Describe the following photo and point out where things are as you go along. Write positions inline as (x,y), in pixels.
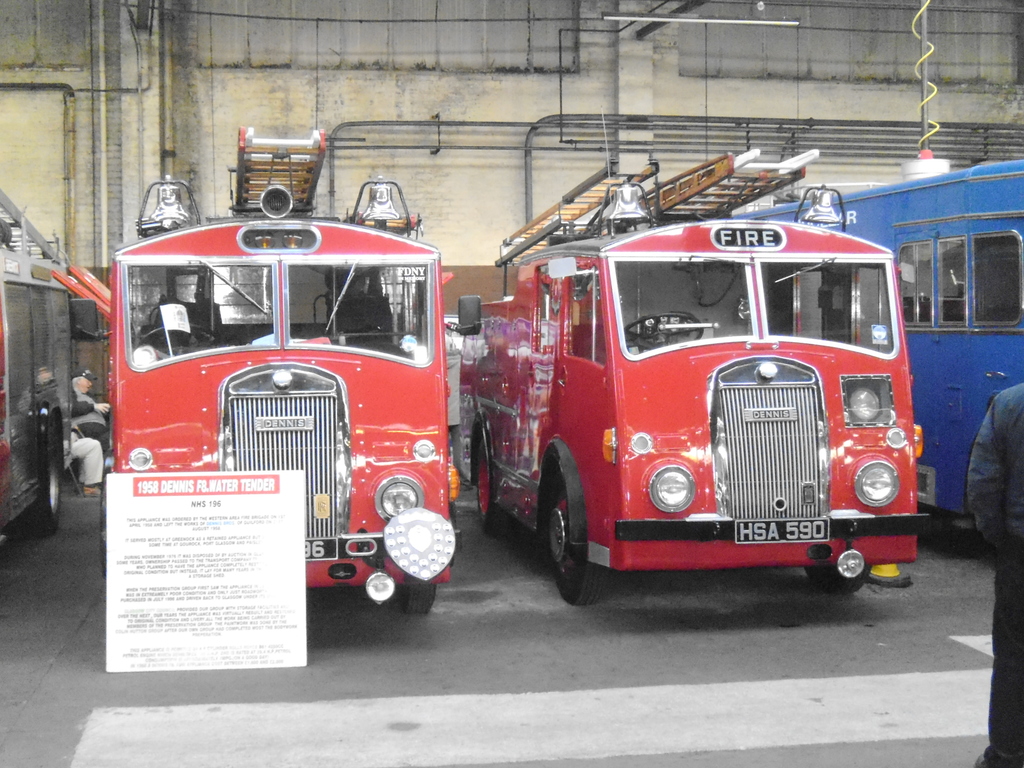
In this image I can see many vehicles (672,414) which are in red and blue color. There are ladders (524,231) on three vehicles (612,206). There is a board (217,529) in-front of these vehicles (389,328) and something is written on it. In the background (583,172) I can see the pipes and wall (398,163). To the right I can see the person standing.
